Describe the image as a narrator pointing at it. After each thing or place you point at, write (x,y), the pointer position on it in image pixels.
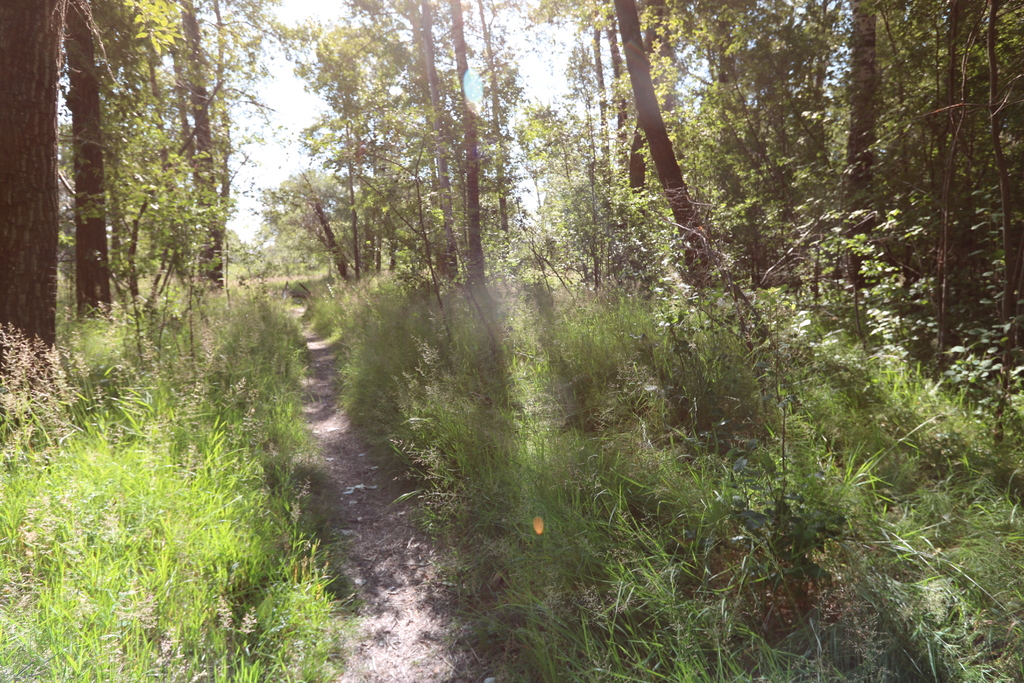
In the image there is a path (367,638) in the middle (349,447) with plants (540,367) and trees (34,296) on either of it and above its sky (293,103).
